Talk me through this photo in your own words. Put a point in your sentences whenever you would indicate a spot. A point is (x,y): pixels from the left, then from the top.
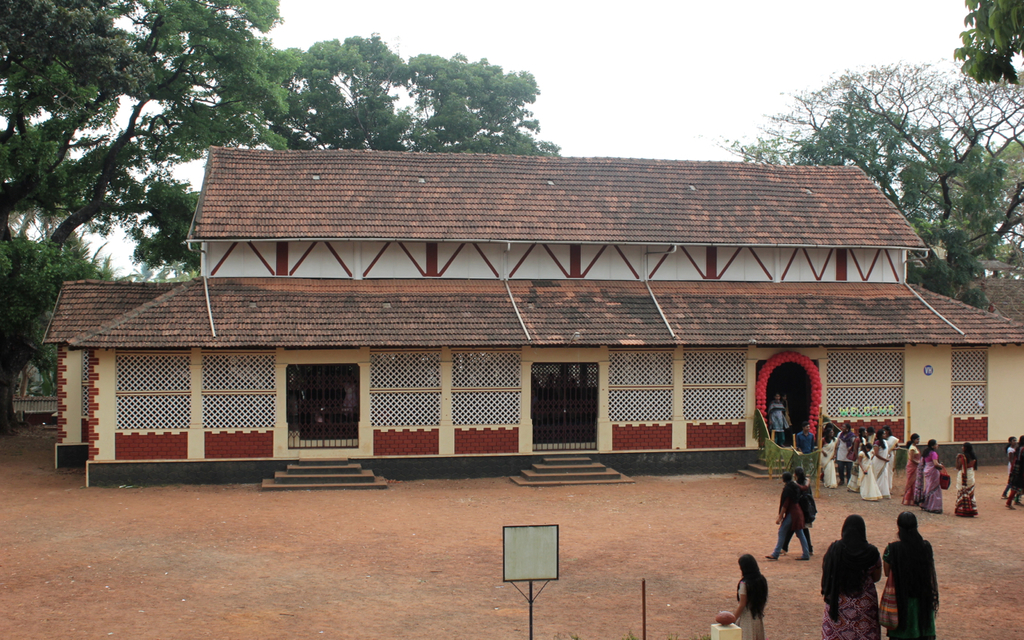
In this image I can see a building (309,321) with a red color roof top (298,198) and some people (858,463) on the right side of the image (1017,464). I can see trees (108,100) on both sides of the image. At the top of the image (727,23) I can see the sky (441,2).
